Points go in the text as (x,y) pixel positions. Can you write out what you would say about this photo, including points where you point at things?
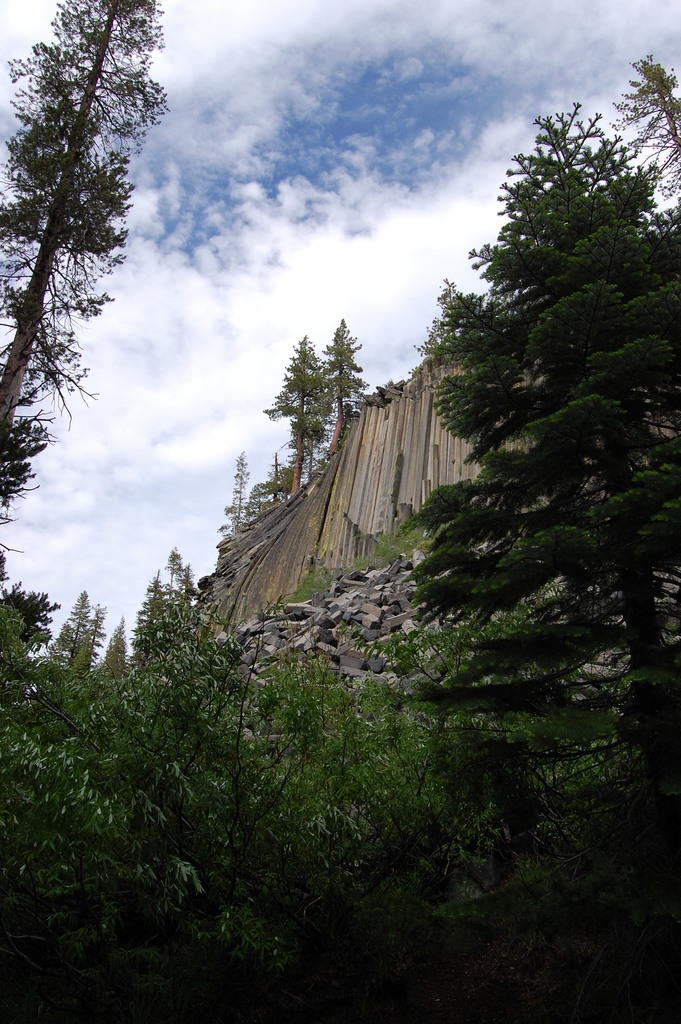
In this picture we can see clouds (252,161) in the sky (333,142). We can see trees (356,364), stone blocks (393,619). On the right side of the picture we can see rock wall (258,590).
